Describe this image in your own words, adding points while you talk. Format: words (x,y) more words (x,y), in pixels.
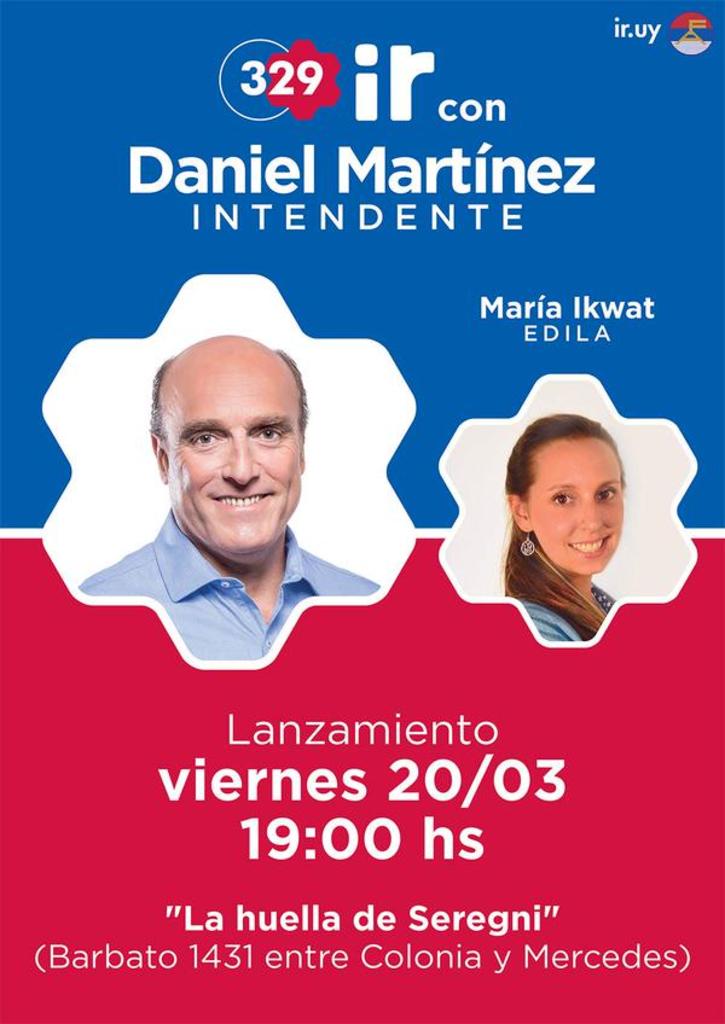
In this image there is a man (260,527) and a woman (605,554) and there is some text (407,106).
